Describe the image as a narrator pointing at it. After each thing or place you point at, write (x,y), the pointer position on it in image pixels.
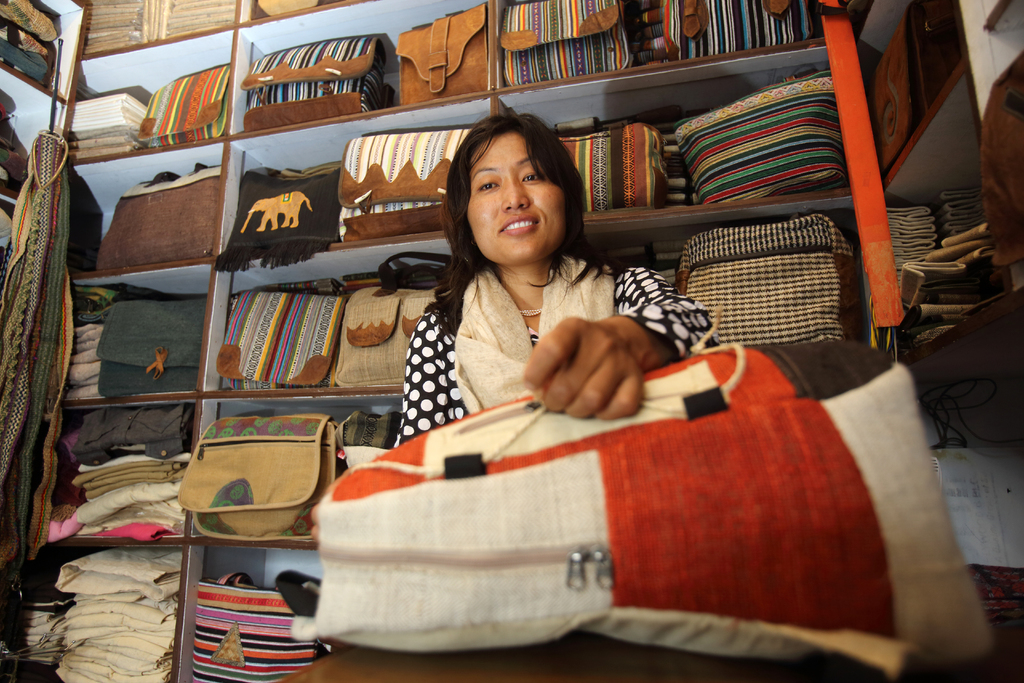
In this image, we can see a woman (560,245) is smiling and holding a bag (534,408). Background (89,382) we can see so many bags (325,90), cloth (80,613) and some objects (25,479) are placed in a wooden racks (302,157).
